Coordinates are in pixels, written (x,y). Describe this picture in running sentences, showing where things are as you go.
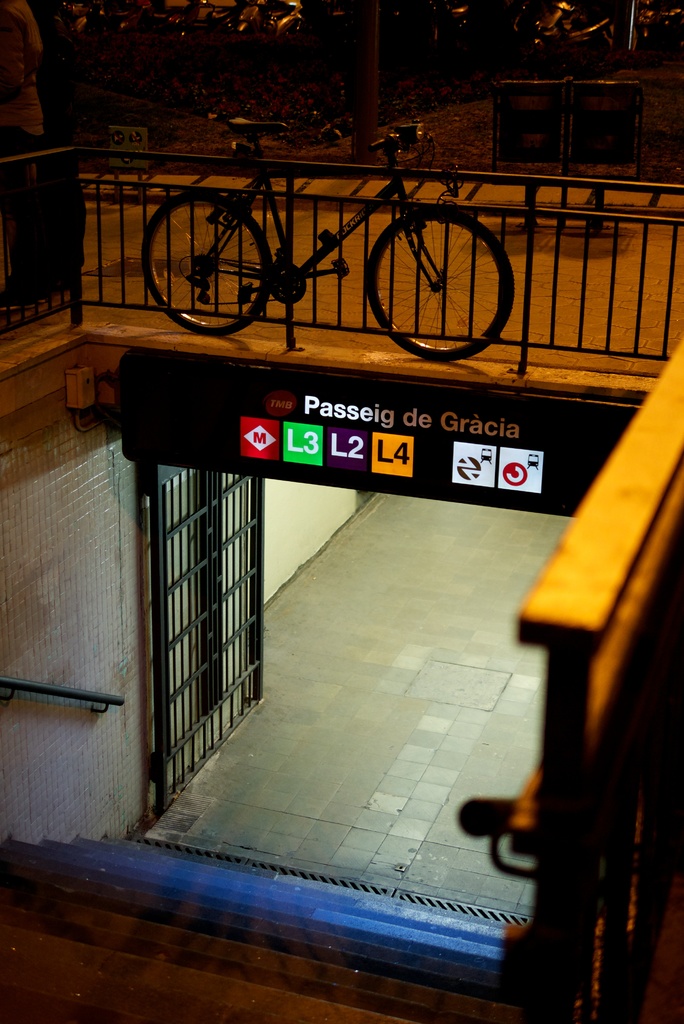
At the bottom of the picture (128,686) it is a subway station (305,859) and there are staircase (136,985) and a gate (196,517). In the center of the picture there is a bicycle (398,198) and railing (348,198). In the background (291,82) there are plants (419,74), dustbin (535,81), vehicles (530,28) and other objects (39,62).
